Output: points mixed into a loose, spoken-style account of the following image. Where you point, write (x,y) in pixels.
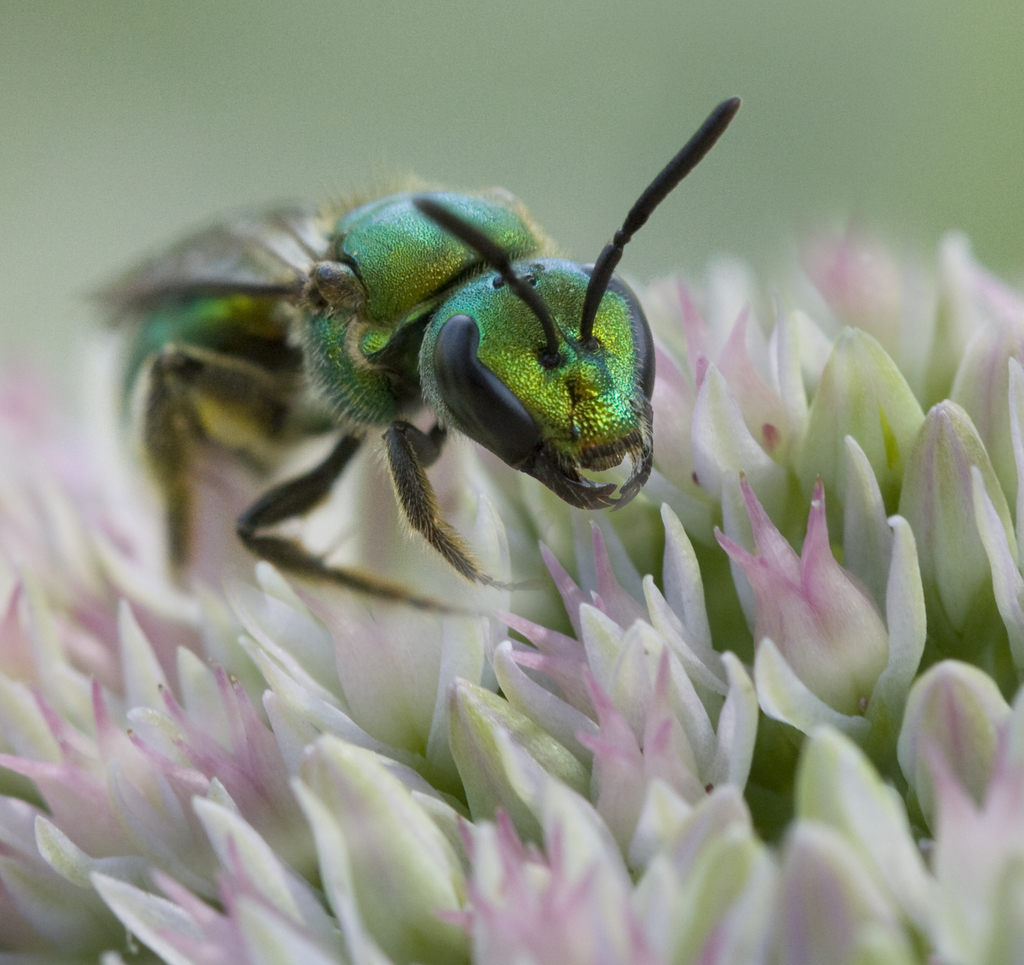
In the picture it is a zoom in picture of an insect (296,435) which is laying on the flowers (569,711).
